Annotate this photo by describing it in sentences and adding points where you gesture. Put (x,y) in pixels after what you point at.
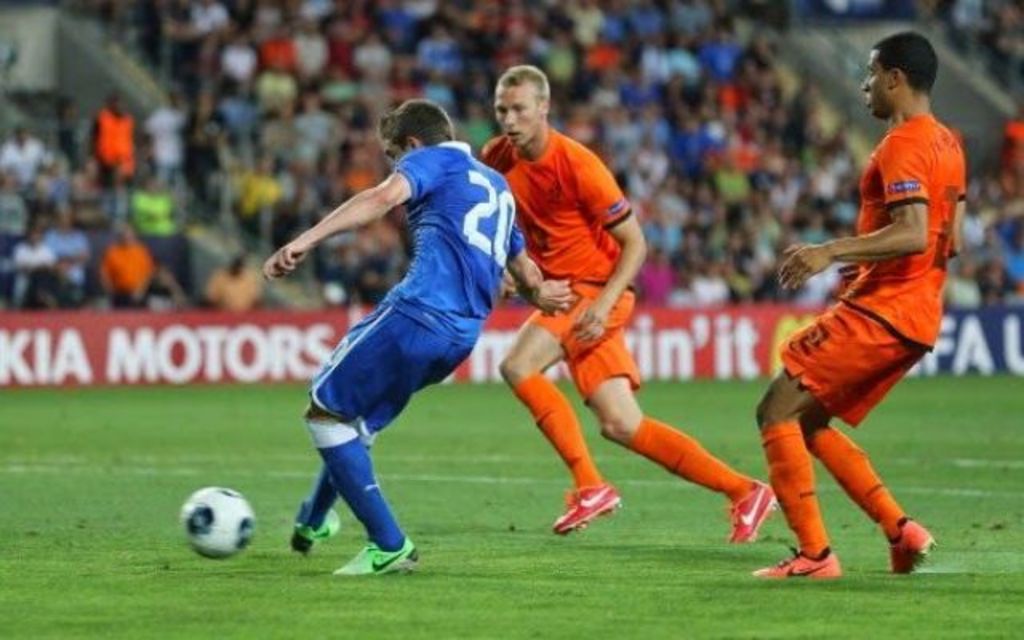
In this image, we can see three persons (611,356) are playing a game with a ball (225,517) on the grass (603,533). Background (1020,139) there is a blur view. Here we can see banners (501,321) and people (1010,233).
